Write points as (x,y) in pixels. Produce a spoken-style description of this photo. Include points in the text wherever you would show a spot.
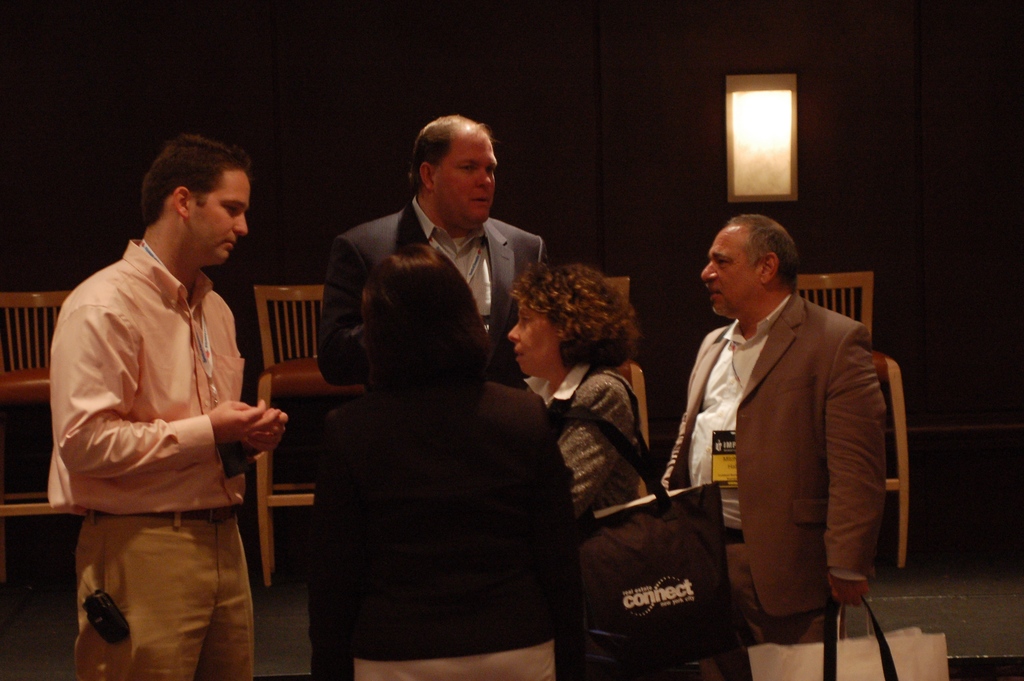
In the center of the image (410,435) we can see some people (410,435) are standing and two people (724,675) are carrying the bags (702,612). In the background of the image (795,133) we can see the floor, chairs (832,280) and light (782,155). At the top (484,115), the image is dark.
